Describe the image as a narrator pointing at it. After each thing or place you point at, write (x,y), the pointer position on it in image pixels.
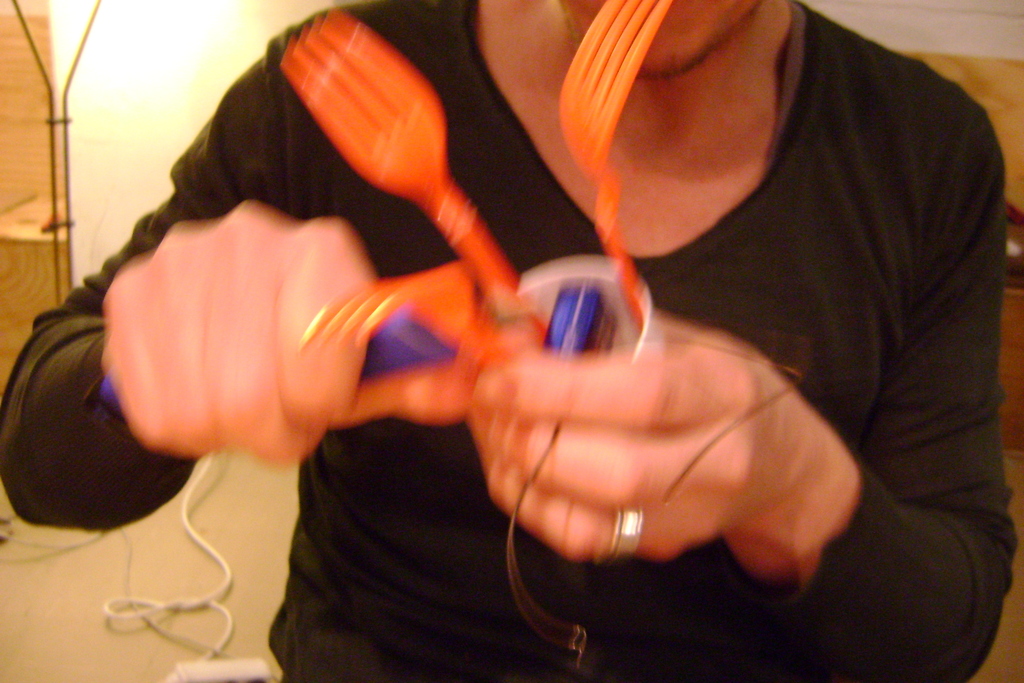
In the middle of this image (637,332), there is a person (948,161) in a black color t-shirt (967,342), holding a cup (615,292), in which there are two orange color forks (367,96) with a hand (648,374), and holding an orange color object (443,281) with other hand (246,407). In the background (176,512), there is light (182,60), a wall (69,69) and other objects (76,66).
